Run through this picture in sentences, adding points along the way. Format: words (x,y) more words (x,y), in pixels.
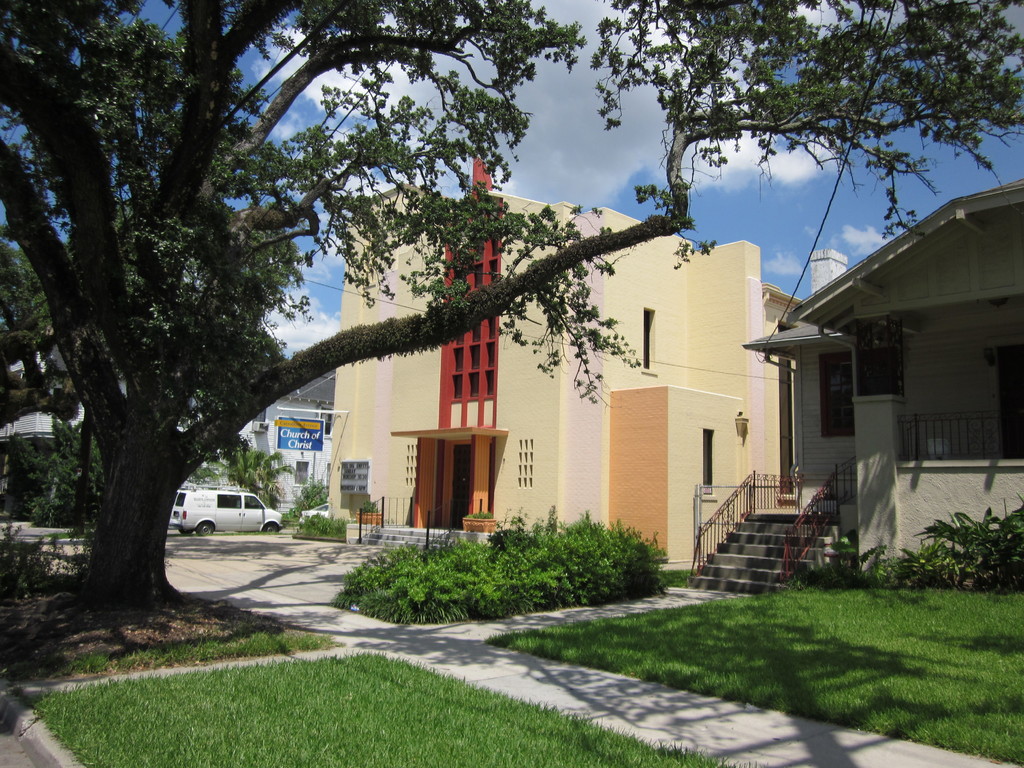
This picture shows few buildings (383,410) and a car (218,527) parked on the side and we see trees (89,339) and few plants (963,578) and grass (721,670) on the ground (571,656) and we see a blue cloudy sky (323,86).
